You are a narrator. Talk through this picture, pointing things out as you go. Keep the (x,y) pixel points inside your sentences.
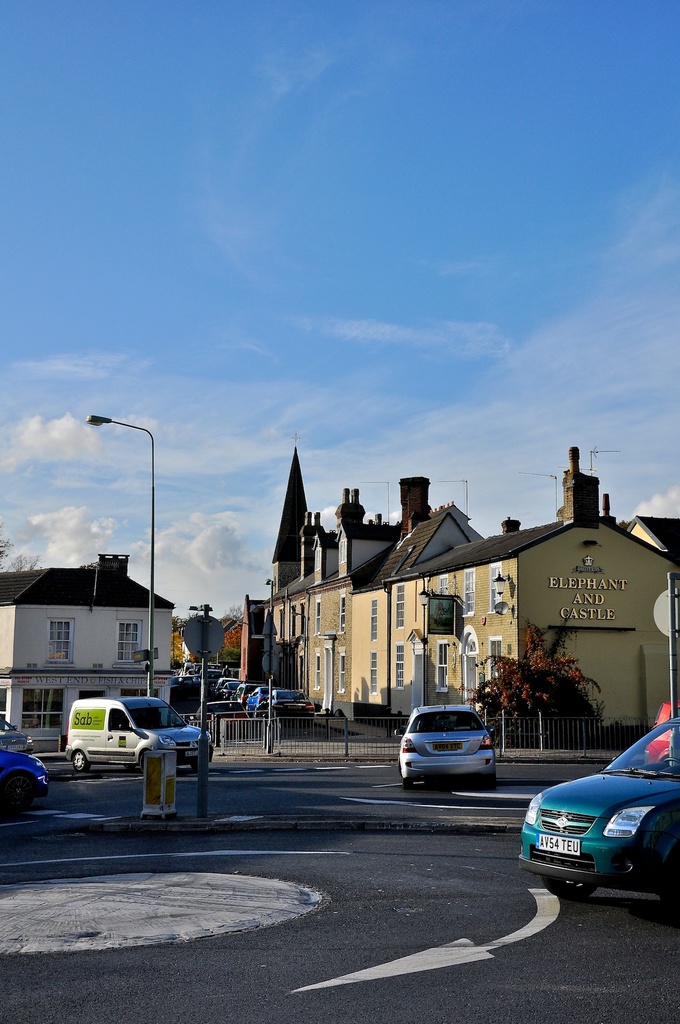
In this image, we can see buildings (419,646) and barricades (344,737). There are vehicles (587,802) on the road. There is a street pole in the middle of the image (270,592). In the background of the image (249,454), there is a sky (148,141).
